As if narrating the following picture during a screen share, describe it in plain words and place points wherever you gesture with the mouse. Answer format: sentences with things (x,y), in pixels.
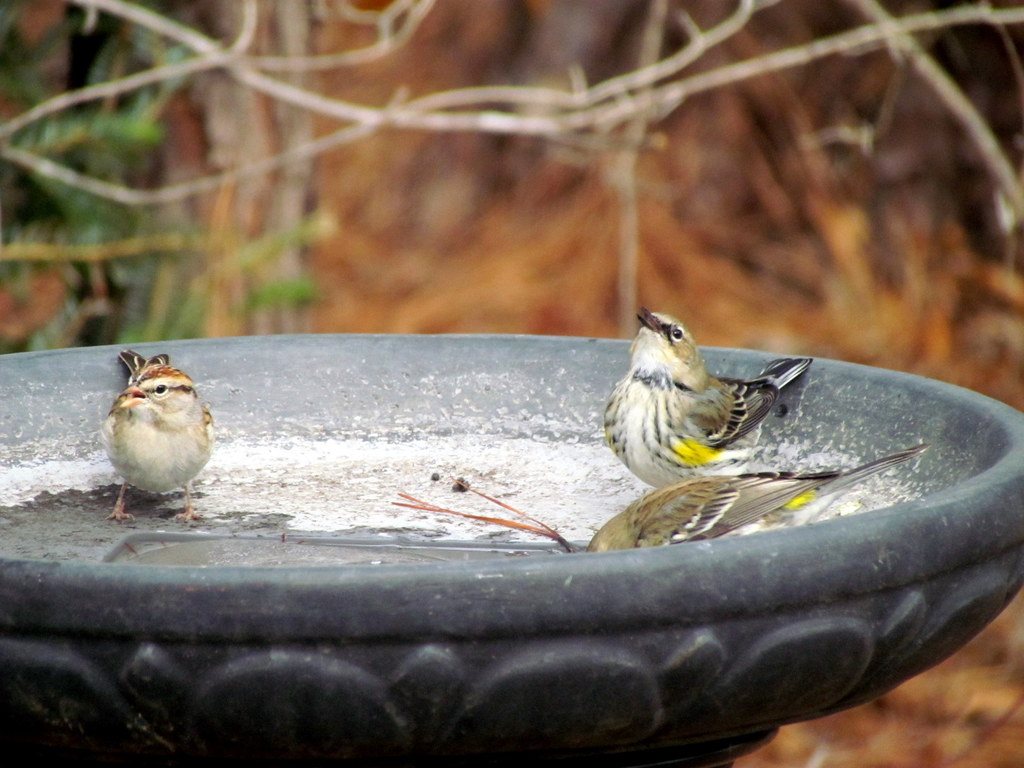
Here in this picture we can see some birds (156,428) present over a place (262,518) and we can see plants (230,243) in the background (240,175) in blurry manner.
